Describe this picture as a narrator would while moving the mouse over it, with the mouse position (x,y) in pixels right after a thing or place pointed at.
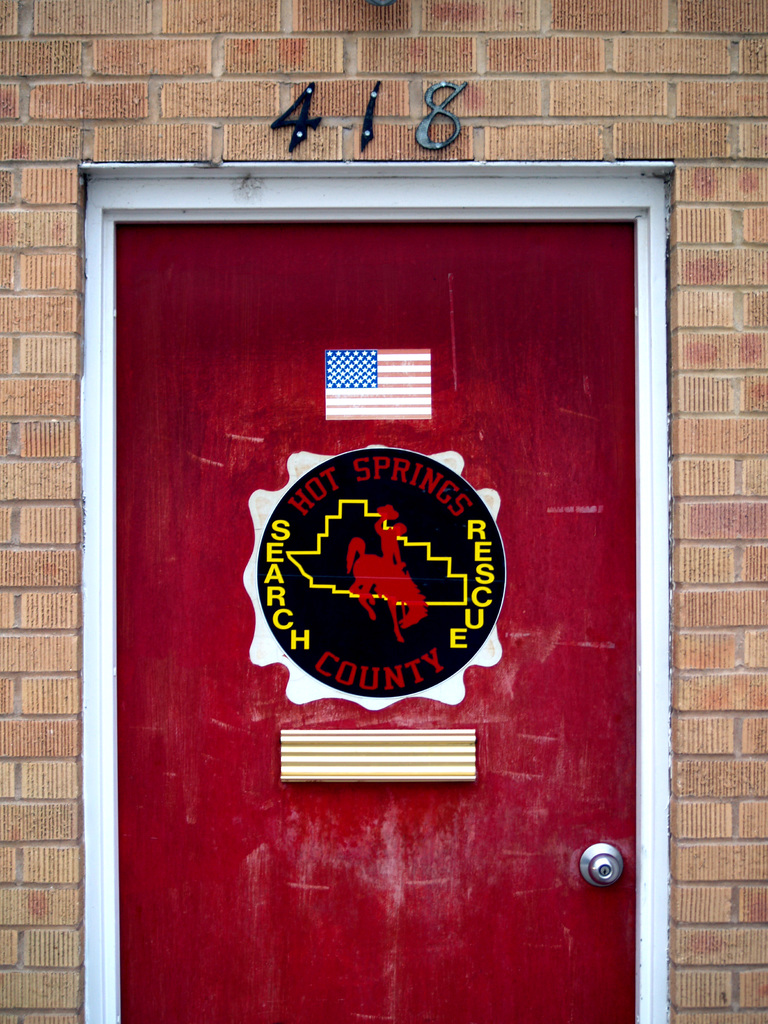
In the image there is a wall (18,552) with a door (416,292). On the door (231,662) there is a logo (380,540) with text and also there is a flag (368,381) on the door (294,232). Above the door (306,241) on the wall (194,144) there is a number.
